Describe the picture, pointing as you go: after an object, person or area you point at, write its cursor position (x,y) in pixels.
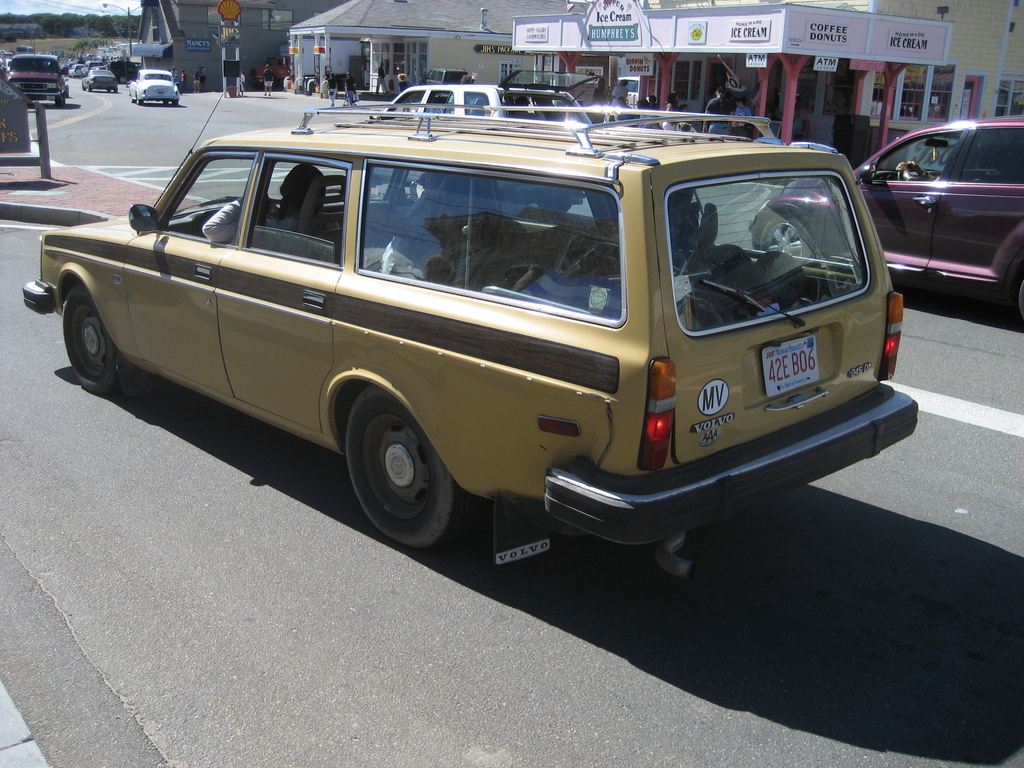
This picture shows few cars (192,163) moving on the road (17,444) and we see few buildings (346,5) on the side and we see trees (118,25) and a pole light (103,5).
